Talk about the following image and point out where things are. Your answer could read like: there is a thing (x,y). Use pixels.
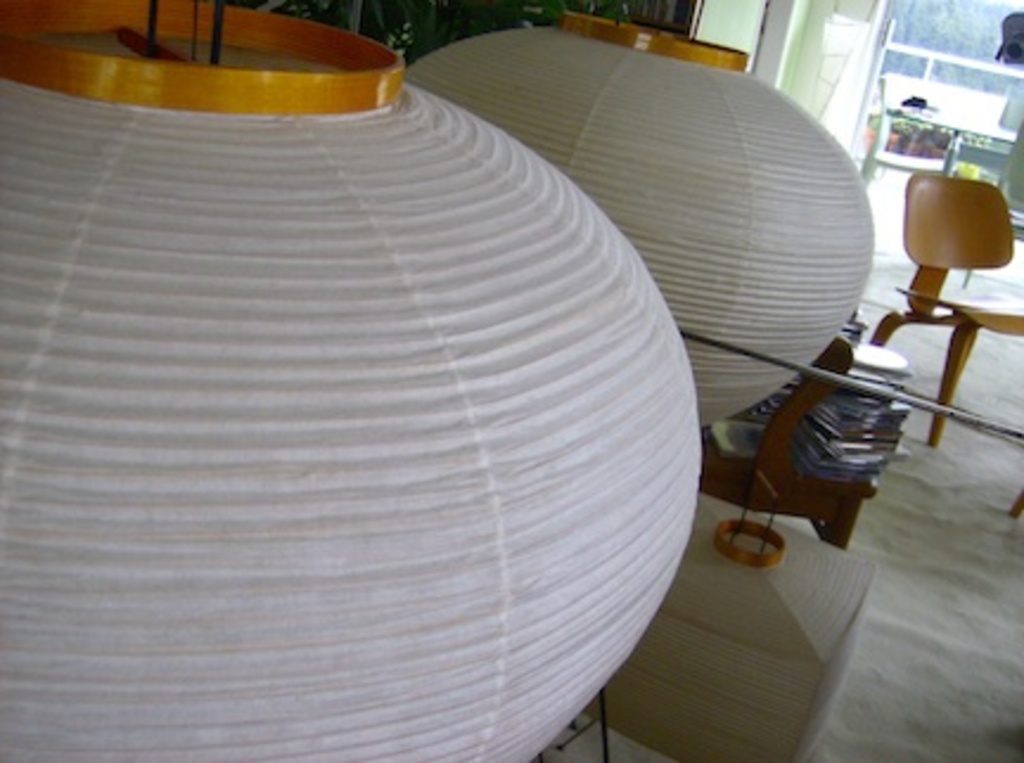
In this image they are objects (341,566) that look like lamps (503,299) in the front (441,235). There is floor (891,717) at the bottom (830,734). There is a chair (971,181) with objects (867,399), there is a table (950,156), there are trees (969,53) on the right corner (980,40).
